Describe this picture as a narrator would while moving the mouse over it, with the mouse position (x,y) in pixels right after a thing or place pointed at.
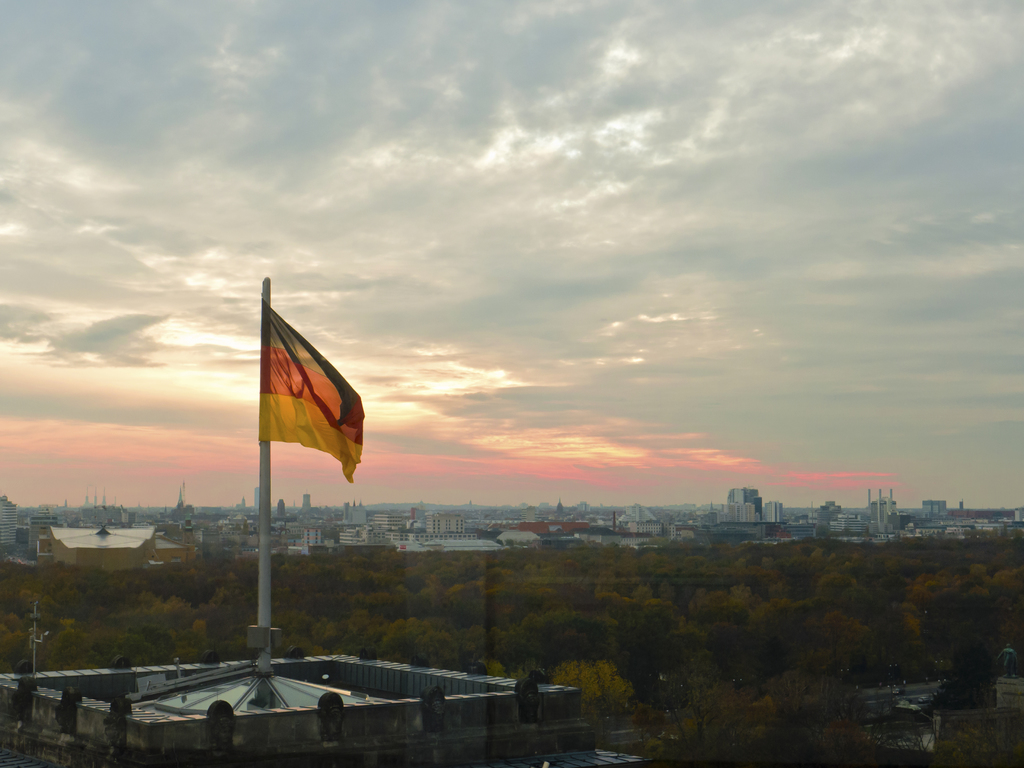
In this picture we can see a flag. There are trees (597,684) and buildings (478,525). In the background (672,480) there is sky (348,332).
